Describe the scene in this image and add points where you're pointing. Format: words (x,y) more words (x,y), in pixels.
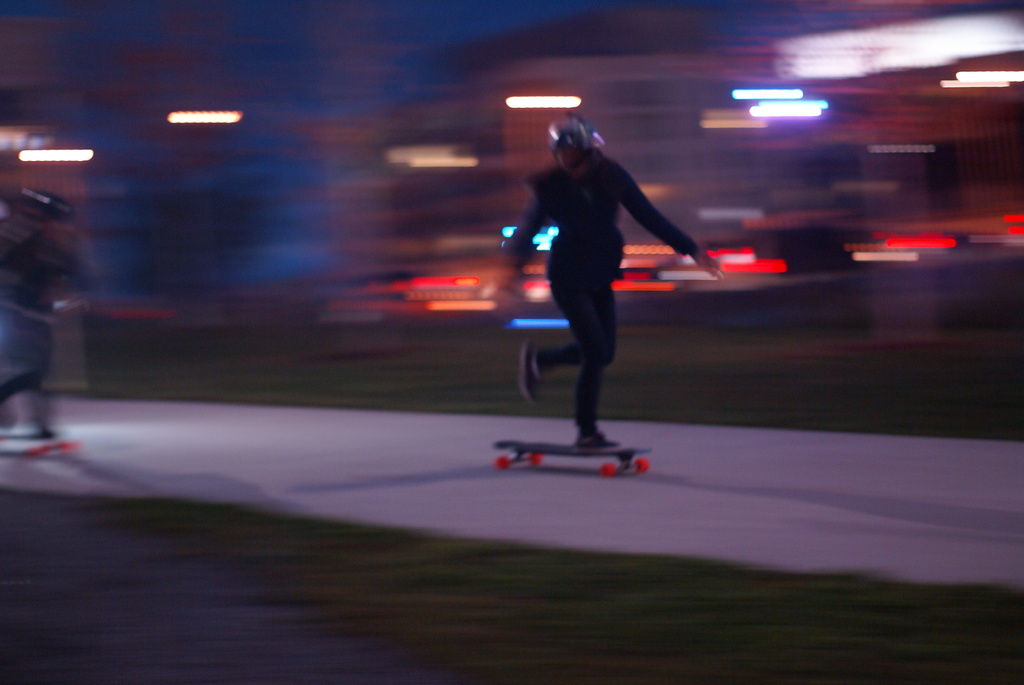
In this image, I can see a person (603,367) standing on a skateboard (568,450). This looks like a pathway (708,514). The background (993,187) looks blurry. I can see the lights (778,259). On the left side of the image (36,249), I think there's another person (26,344) standing.
